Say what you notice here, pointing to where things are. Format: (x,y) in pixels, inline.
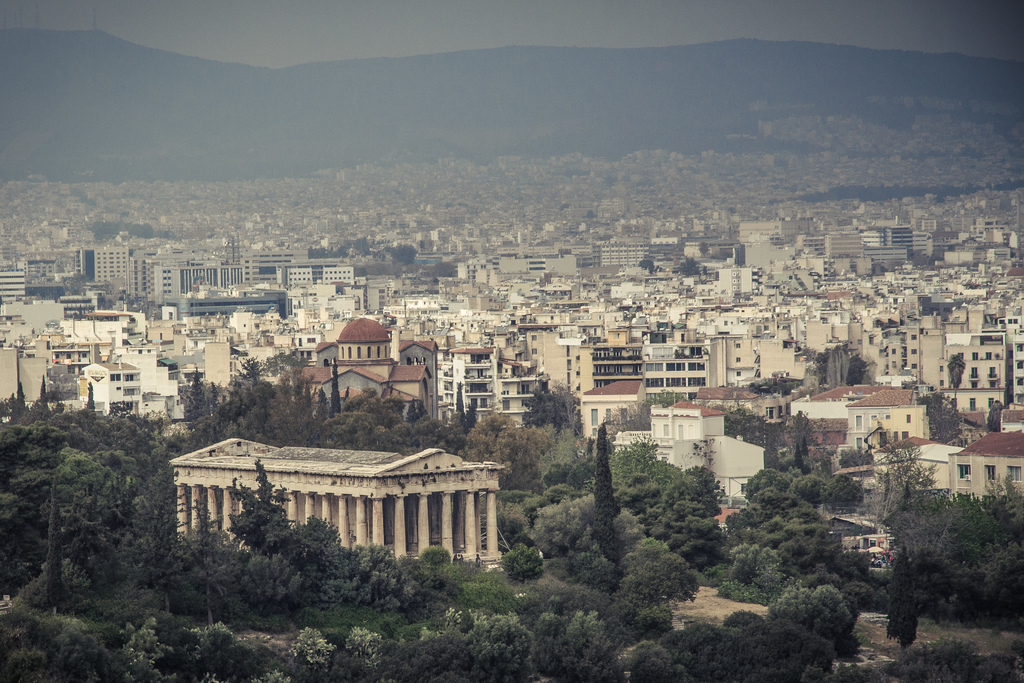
In the center of the image (398,328) we can see many buildings (581,278). At the bottom (152,536) there are trees (367,548). In the background (339,128) there are hills (462,66) and sky (361,4).
